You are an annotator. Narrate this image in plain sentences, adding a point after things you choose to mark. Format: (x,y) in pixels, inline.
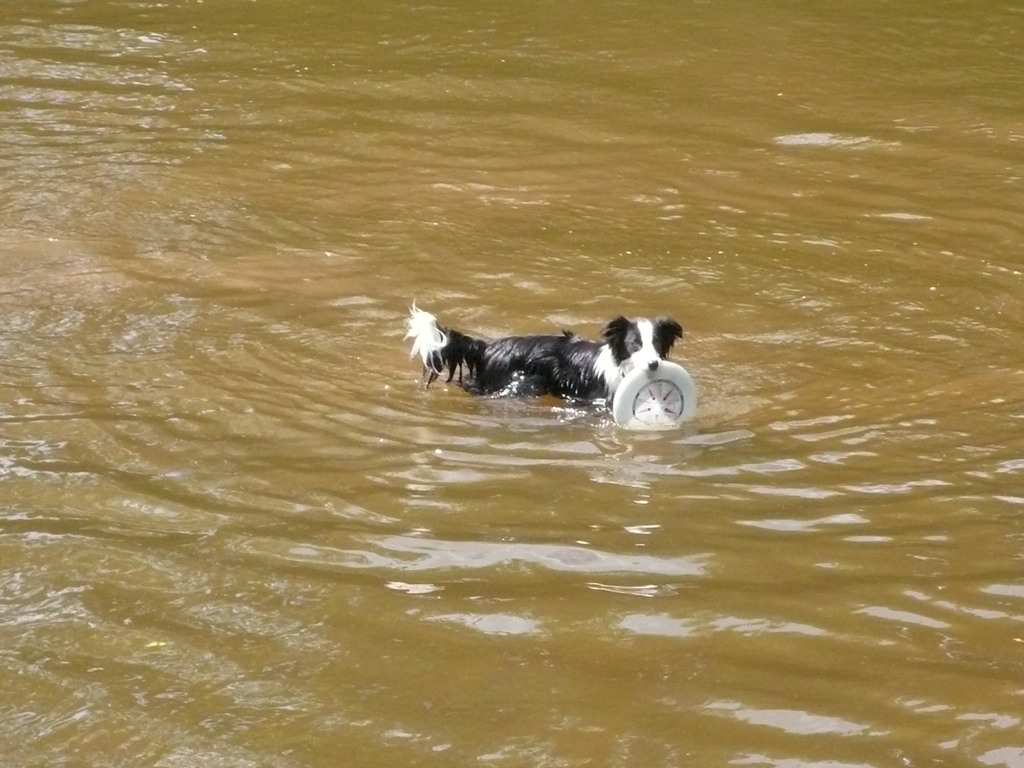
In the picture we can see a water (587,545) in it, we can see a dog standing and holding a white color flying disk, the dog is black and some part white in color.
